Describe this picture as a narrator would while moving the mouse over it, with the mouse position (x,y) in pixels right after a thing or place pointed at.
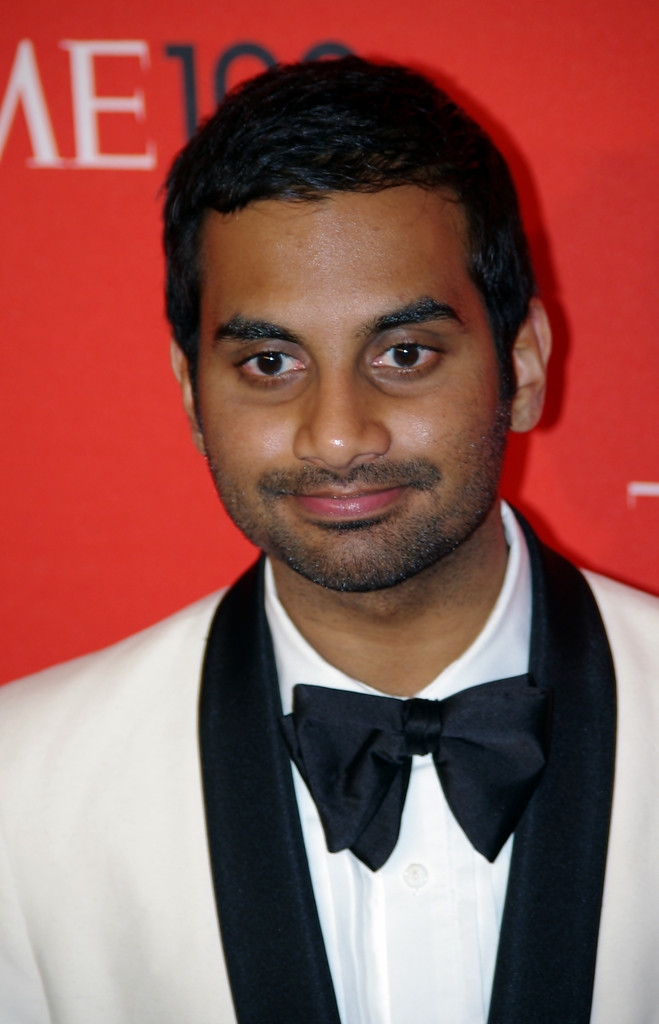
In this image, we can see a person (262,882). We can see the red colored background with some text (24,64).
